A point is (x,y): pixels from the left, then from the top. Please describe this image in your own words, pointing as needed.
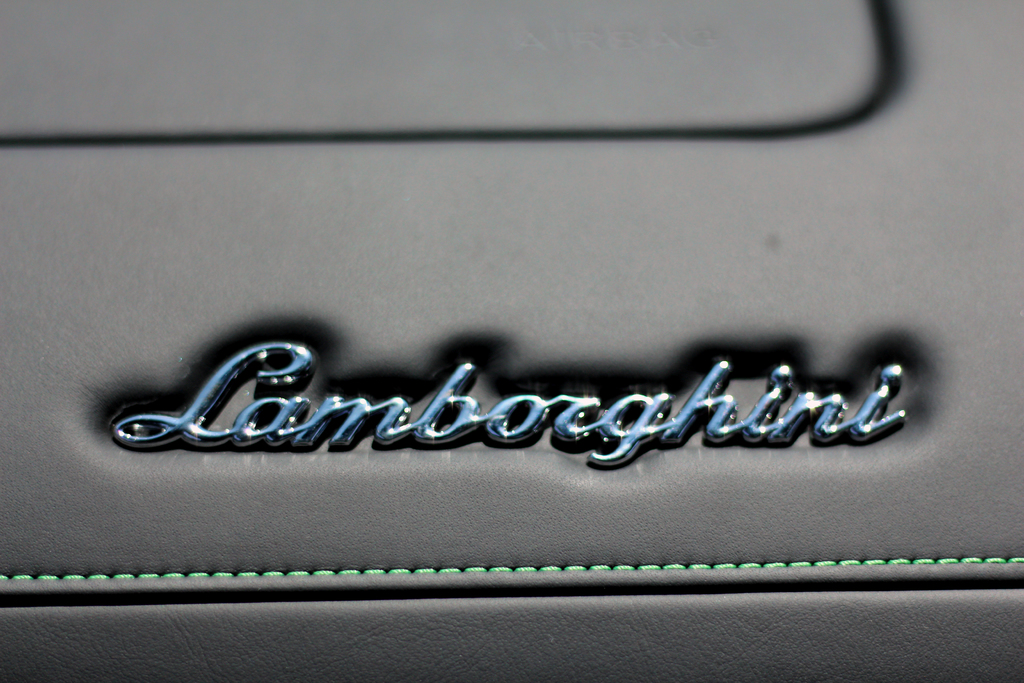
In this image ¨Lamborghini¨ is written on a leather sheet (229,495).
